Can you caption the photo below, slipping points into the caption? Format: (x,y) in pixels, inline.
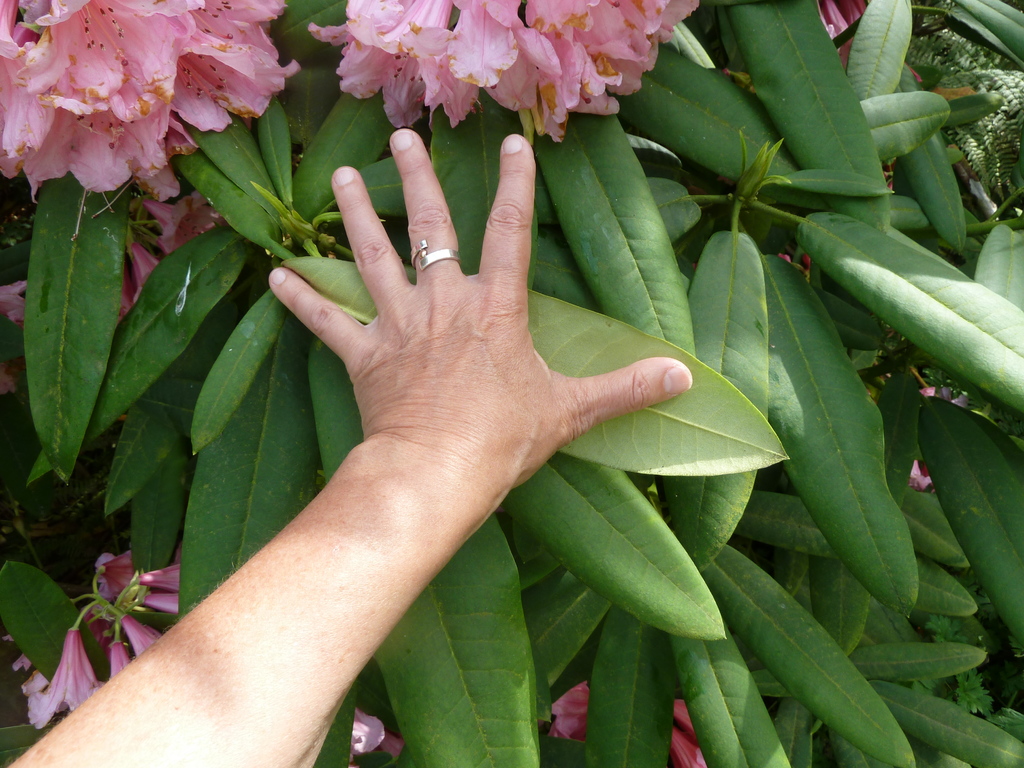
In this picture we can see a person's hand (492,360), leaves (873,208) and flowers (365,71).
